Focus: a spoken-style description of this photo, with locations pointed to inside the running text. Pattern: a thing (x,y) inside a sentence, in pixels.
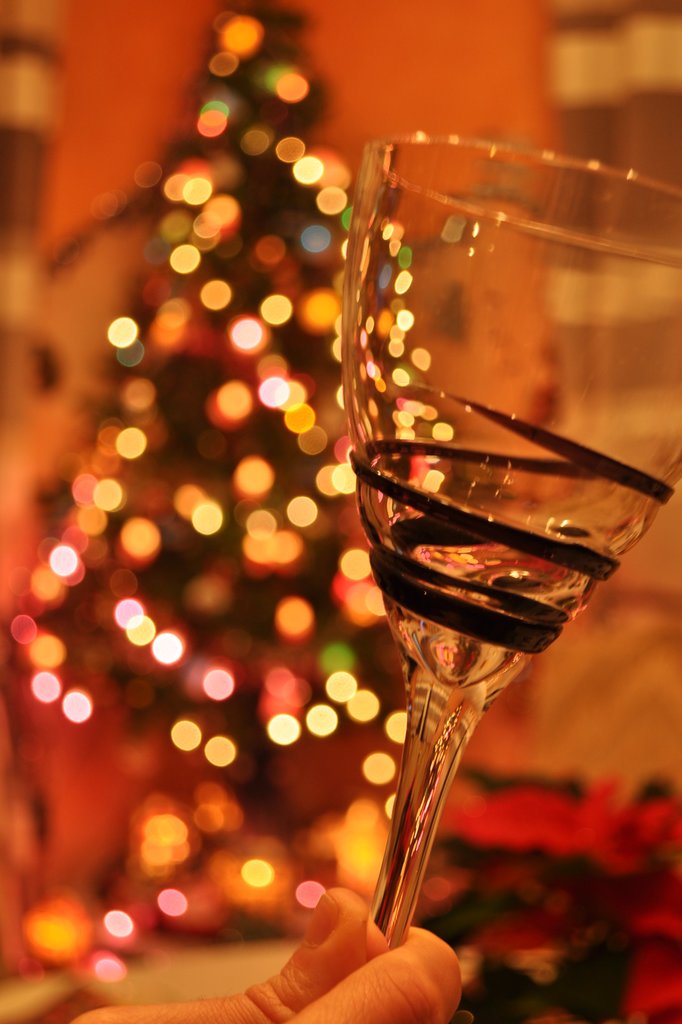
In this image we can see a person's hand (359,965) holding a glass (519,440) and a blurry background (72,854).
